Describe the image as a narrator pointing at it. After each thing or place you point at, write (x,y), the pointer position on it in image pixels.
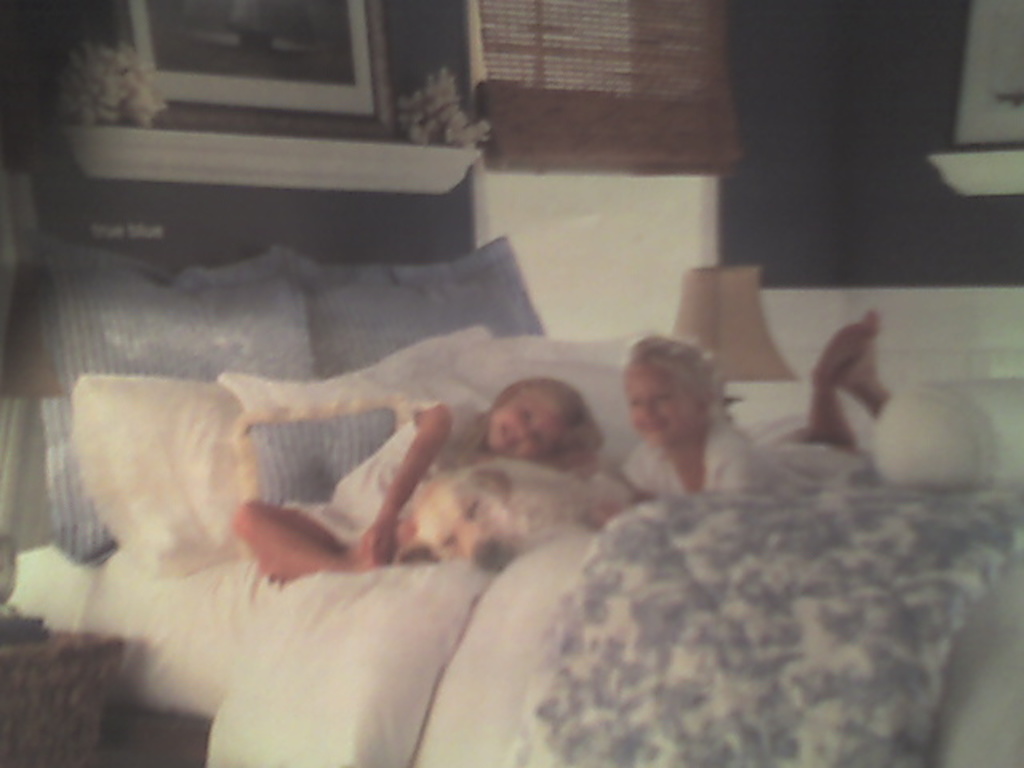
There are two children (420,469) lying on the bed (330,494) along with a dog (496,516) here. There are some blankets (700,581) pillows (304,362) on the bed (553,542). In the background (270,65) there is a picture (234,104) and a wall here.
